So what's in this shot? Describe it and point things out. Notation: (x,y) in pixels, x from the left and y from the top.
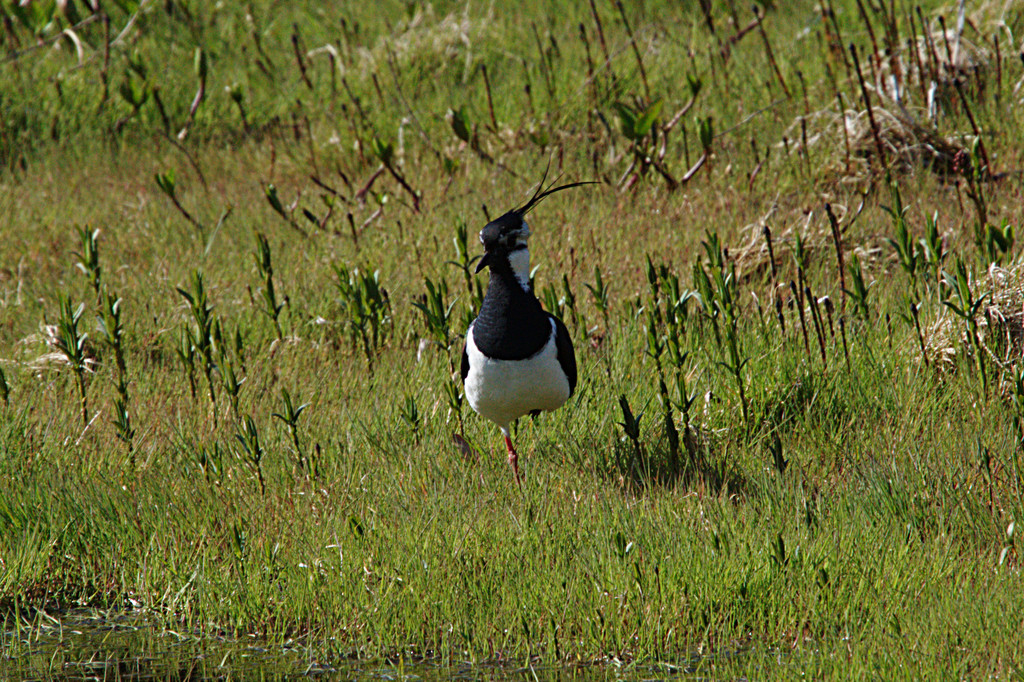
In this image I can see the bird (483,381) which is in black and white color. It is on the grass (451,583). I can see the grass (471,586) is in green color.
